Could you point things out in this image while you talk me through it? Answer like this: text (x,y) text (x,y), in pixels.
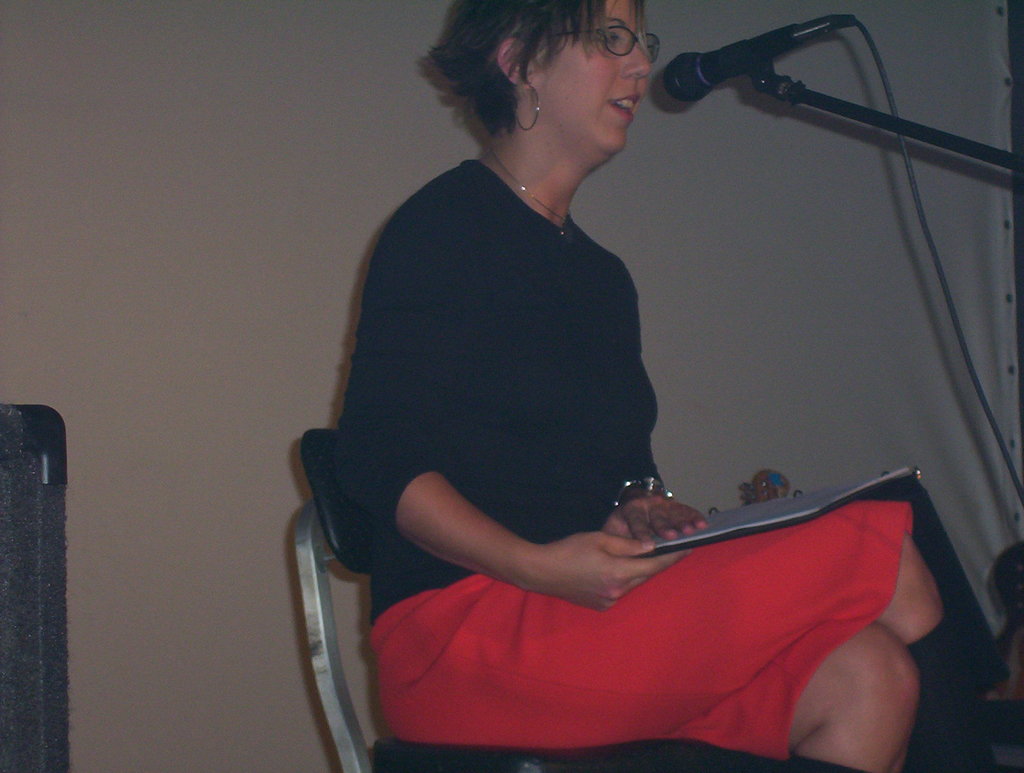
In this picture I can see a woman (663,615) sitting on the chair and holding a book (818,489), there is a mike (793,31) with a mike stand (791,86), there are objects (13,687), and in the background (672,236) there is a wall (366,136).
